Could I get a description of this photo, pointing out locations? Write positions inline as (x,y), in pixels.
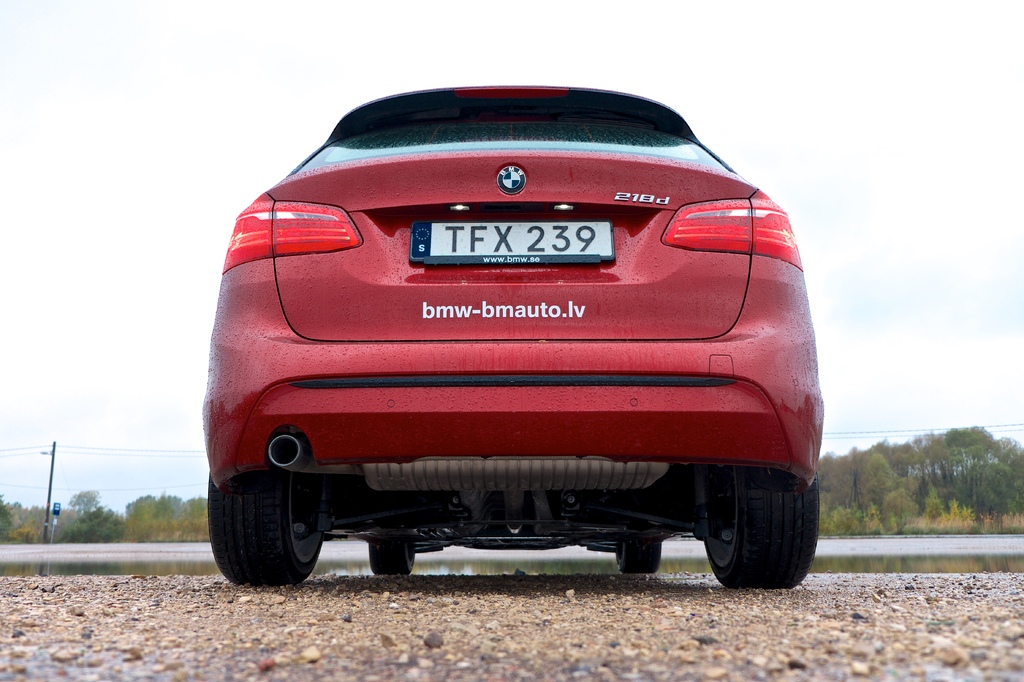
In this image in the foreground (648,410) there is one car (664,464) and in the background (76,518) there are some trees (941,469) poles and wires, and at the bottom (74,567) there are some water (458,570) and sand (166,633).
